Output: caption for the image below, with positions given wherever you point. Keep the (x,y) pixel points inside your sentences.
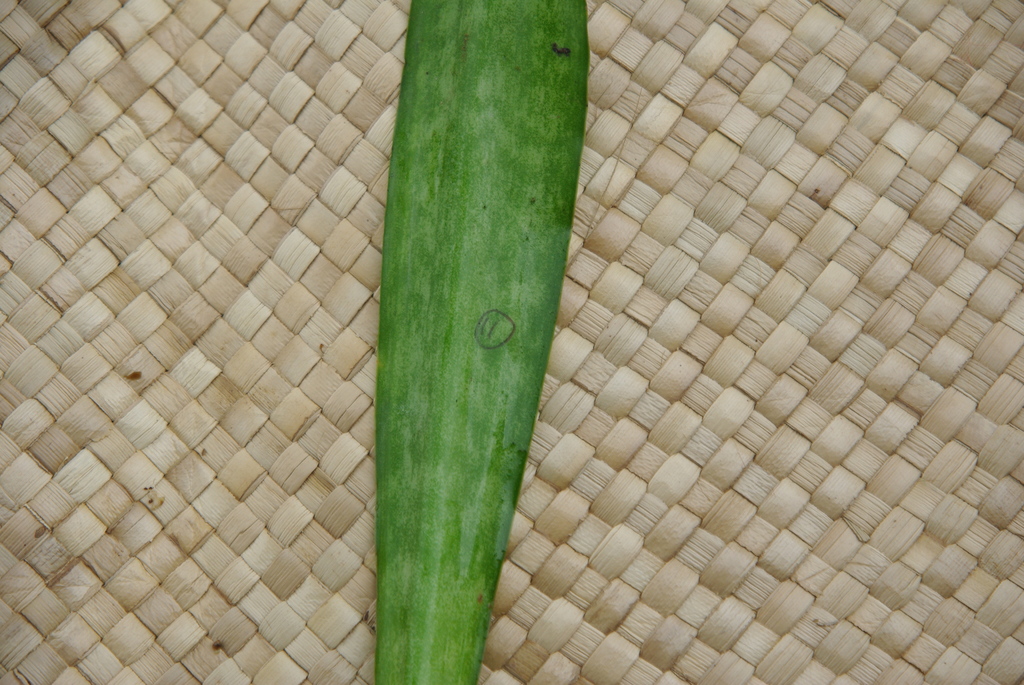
In this image, I can see a leaf (450,293), which is green in color. It looks like an object (767,406), which is made of dried palm leaves (888,201).
